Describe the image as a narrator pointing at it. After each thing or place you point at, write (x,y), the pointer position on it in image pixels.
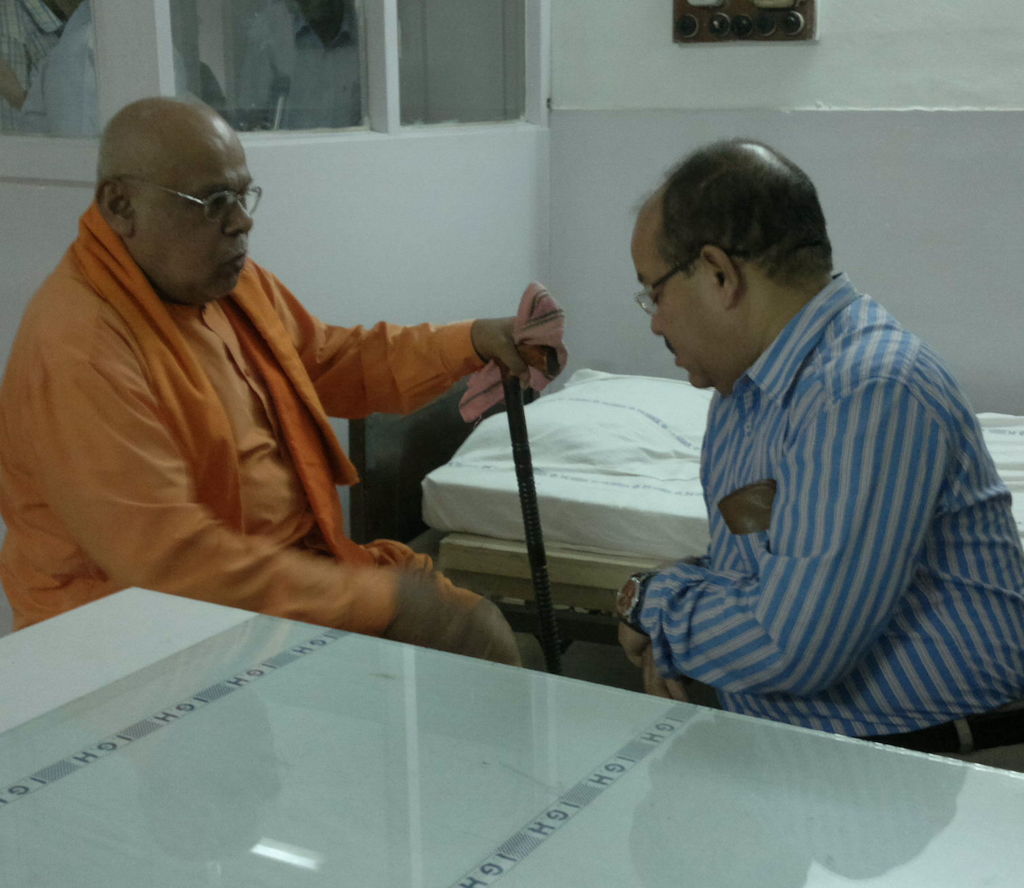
In the picture there are two person (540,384) sitting one person (497,340) is catching a stick (520,470) there is a bed (577,496) near to them there is also a table (694,734) near to them.
